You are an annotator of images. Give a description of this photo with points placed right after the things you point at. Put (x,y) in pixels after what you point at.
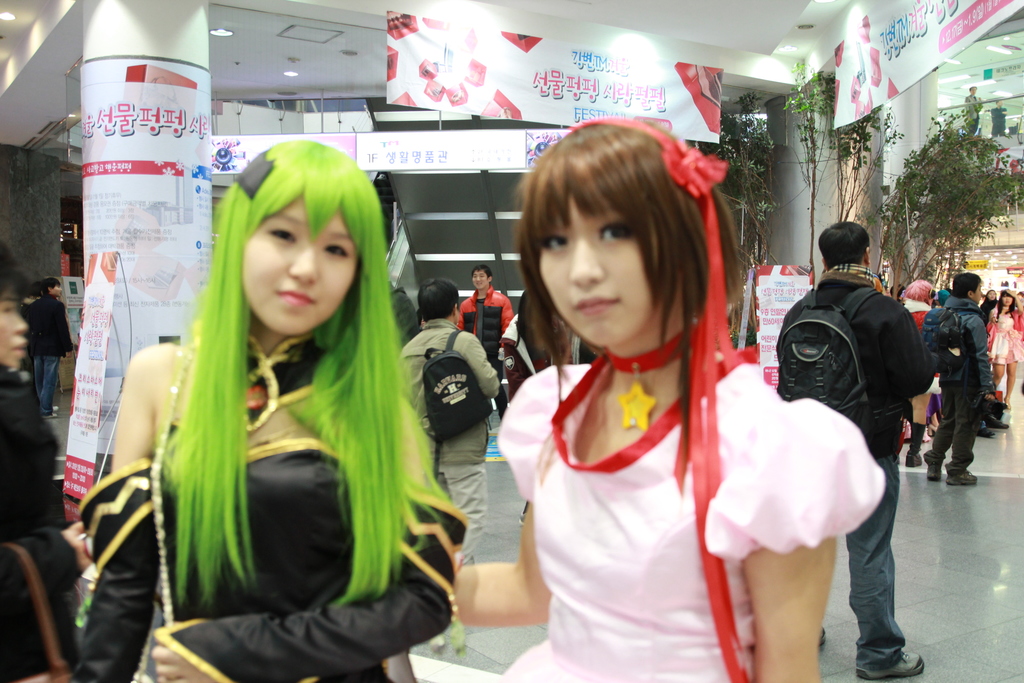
In the picture I can see two women (533,533) standing and there are few other persons (472,446) and some banners (148,225) behind them and there are few persons (972,318) and a tree (967,215) in the right corner (909,271).
